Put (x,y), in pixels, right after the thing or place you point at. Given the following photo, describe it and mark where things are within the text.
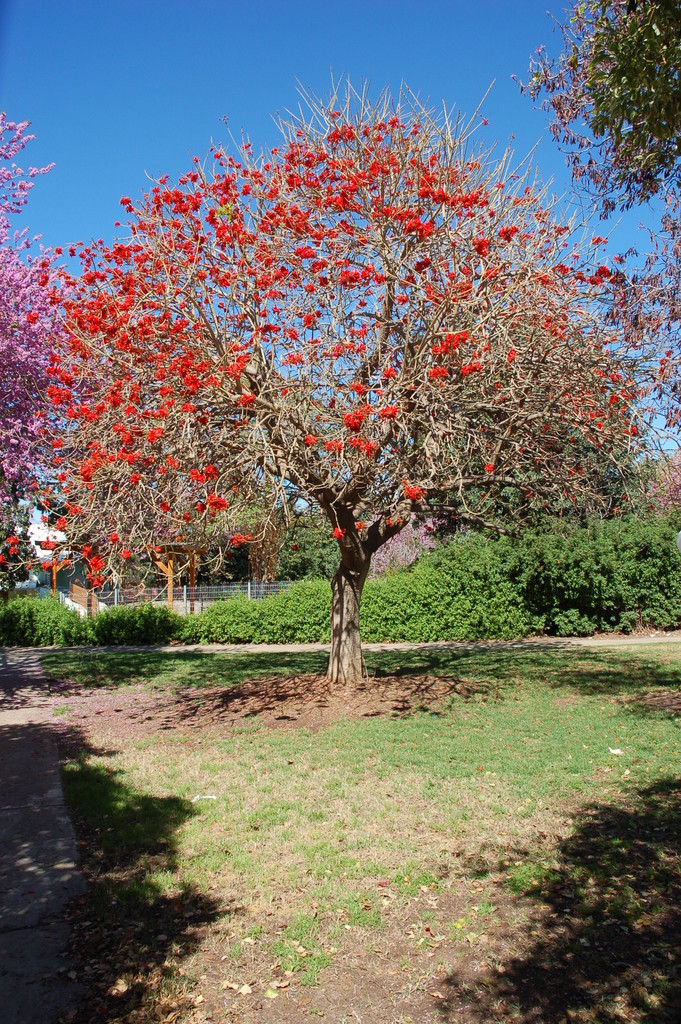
In this image I can see few green trees (648,81) and flowers (355,419) in red and pink color. Back I can see the fencing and green grass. The sky (69,159) is in blue color.
